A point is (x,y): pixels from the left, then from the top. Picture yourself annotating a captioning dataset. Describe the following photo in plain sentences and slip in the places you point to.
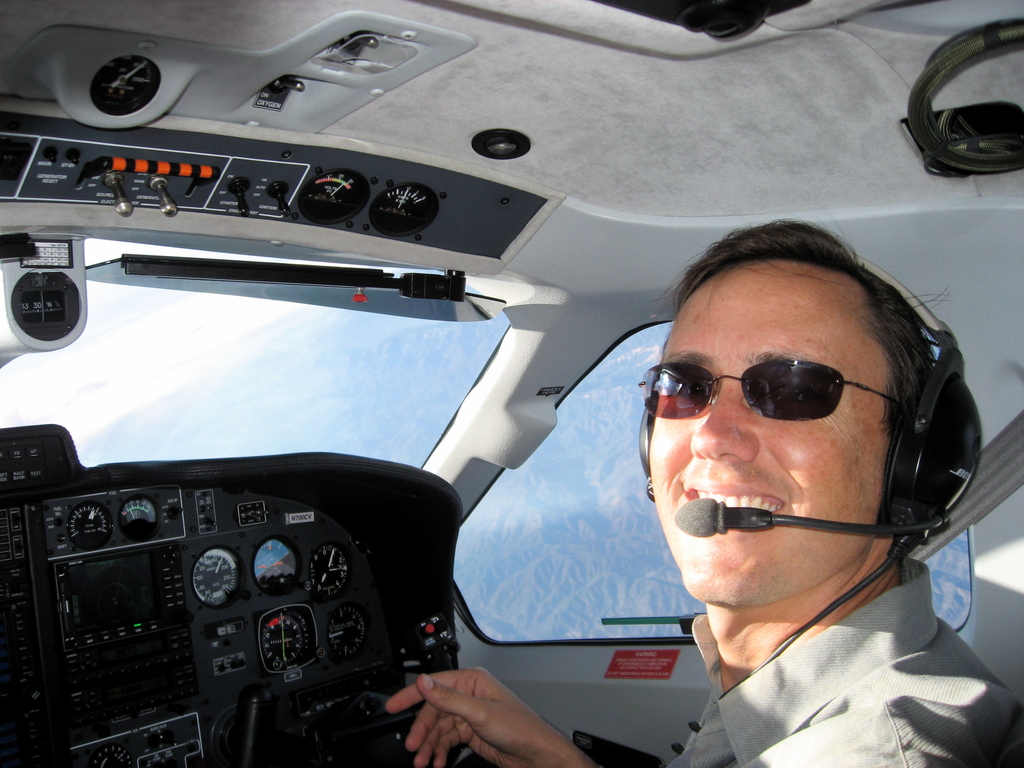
In the image we can see a person (775,620) wearing clothes (812,645) and spectacles (788,392). These are the headsets (940,461) and we can even see an internal structure (204,581) of a flying jet (610,85). There is a mountain (545,447).
